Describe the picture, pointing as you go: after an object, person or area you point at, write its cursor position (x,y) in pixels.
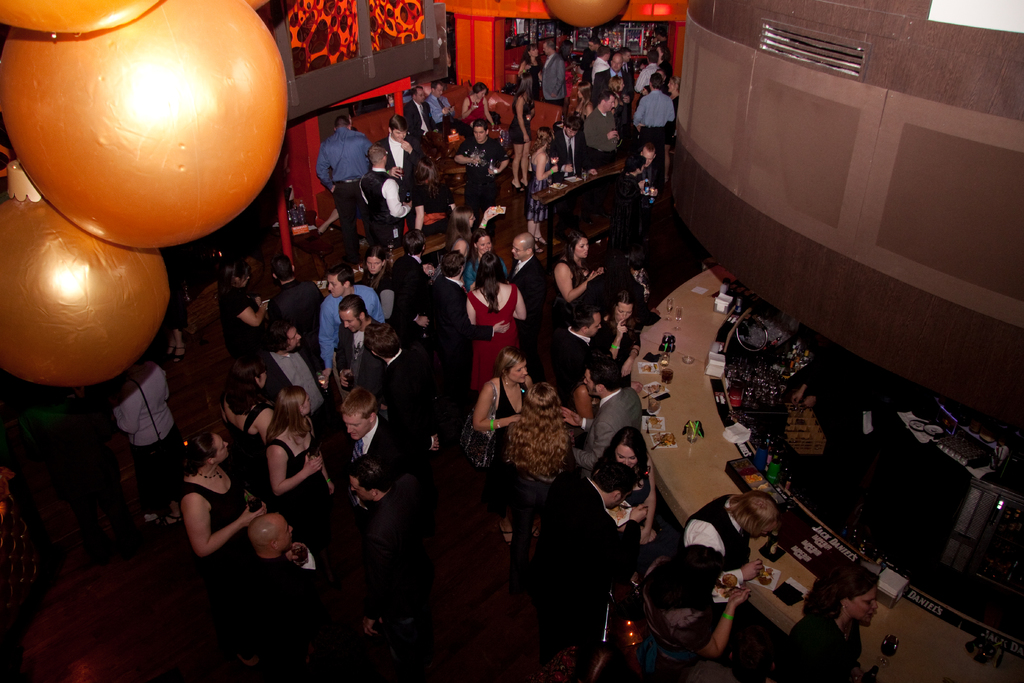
This image is taken from the top, where we can see a group of people (272,398) standing and a few of them are standing in front of a table (911,663) which contains many objects (671,305) on it, on the top left corner (250,90) there are some objects (220,194) which looks like lights (70,357).
